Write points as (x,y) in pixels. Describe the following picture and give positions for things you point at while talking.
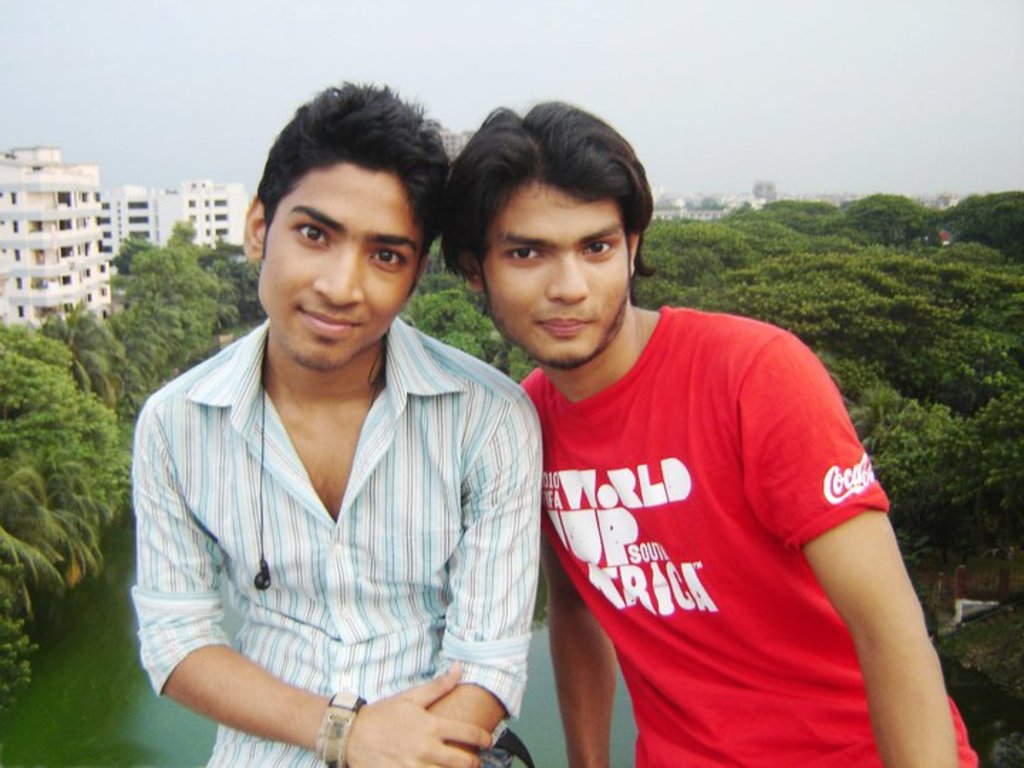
In the center of the image (487,365) we can see men (493,414). In the background (49,538) we can see buildings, water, trees (895,319) and sky (663,122).
